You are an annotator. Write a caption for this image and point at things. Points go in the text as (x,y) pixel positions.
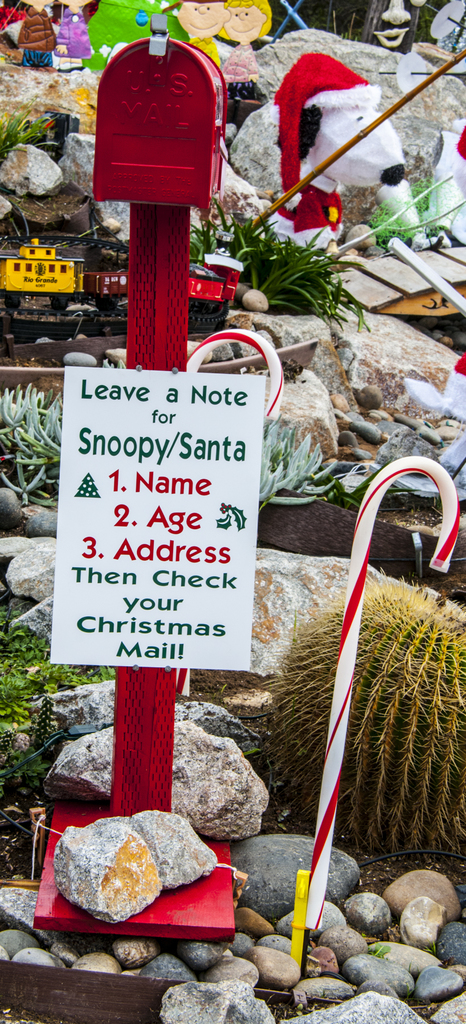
In this picture we can see stones (400,1002), sticks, plants (36,688), poster (132,375), toys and some objects (189,222).
